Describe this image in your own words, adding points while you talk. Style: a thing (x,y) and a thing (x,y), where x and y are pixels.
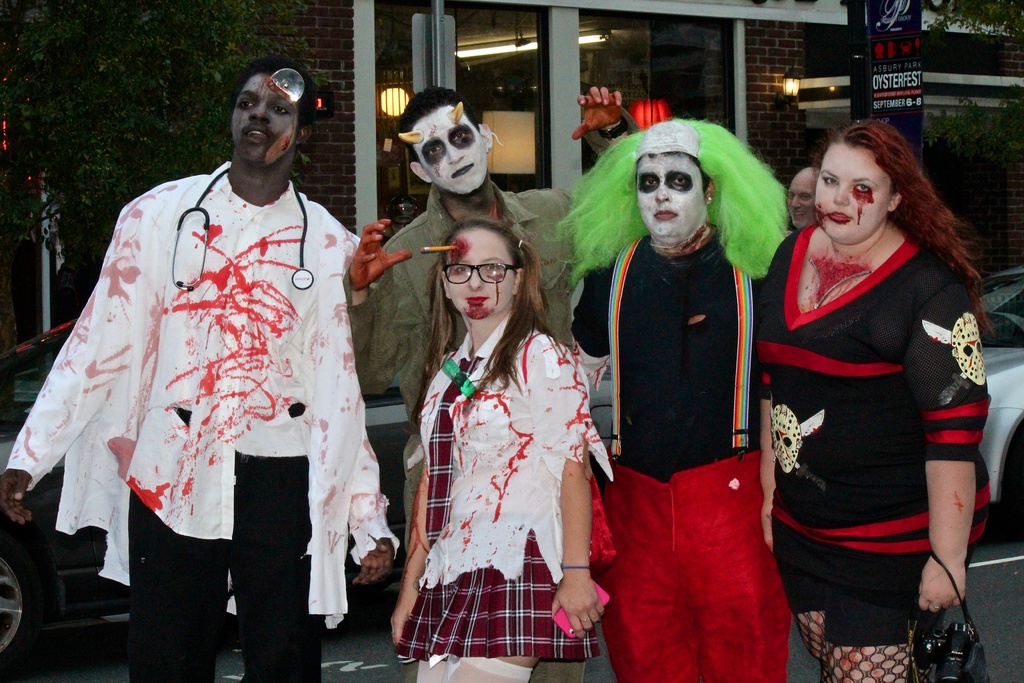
In the image in the center (430,327), we can see a few people (544,347) are standing and they are in different costumes (433,209). In the background (342,61) there is a building (552,53), wall (1019,56), trees (184,38), lights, vehicles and a few other objects (870,61).
